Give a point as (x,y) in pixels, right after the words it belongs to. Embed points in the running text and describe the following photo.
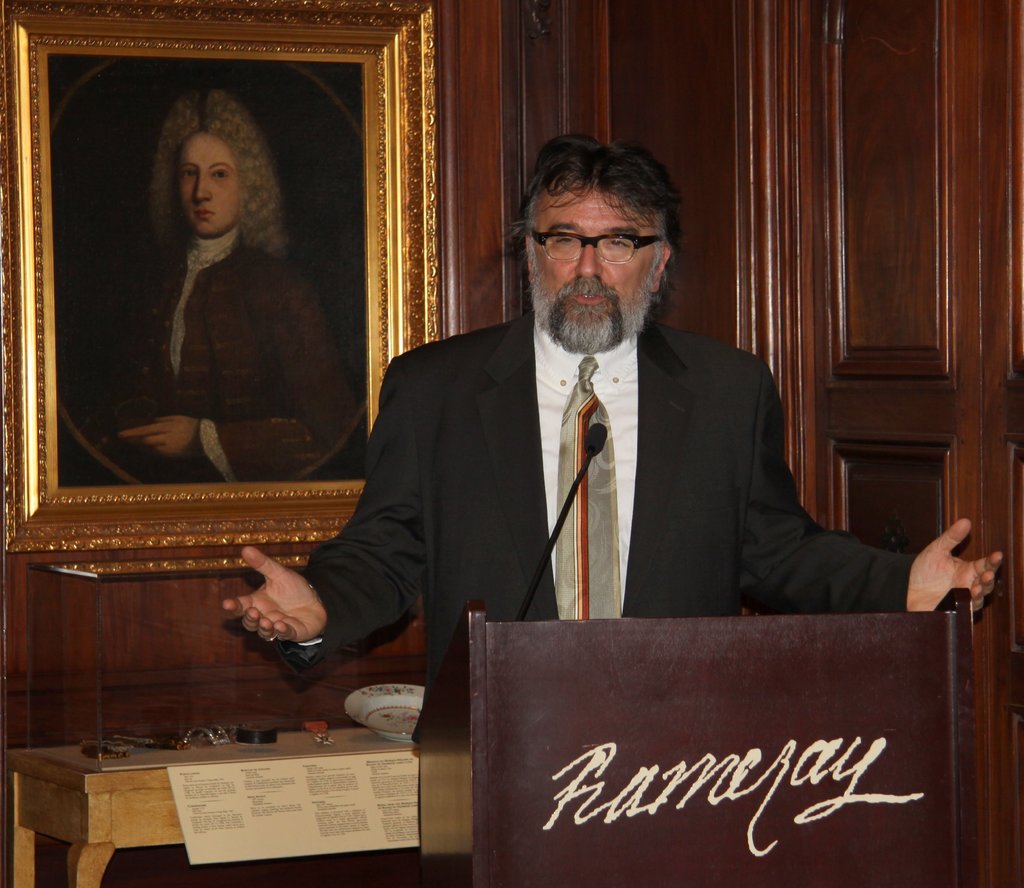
In this image I can see a person (590,614) standing. There is a mike (540,578), a podium (617,875) and there is some text (576,770) written on the podium (631,796). There is a wooden table (136,808), a name board (210,808) and there are some objects (188,743) on the table (167,778). Also there is a frame (142,499) attached to the wall (75,611).
